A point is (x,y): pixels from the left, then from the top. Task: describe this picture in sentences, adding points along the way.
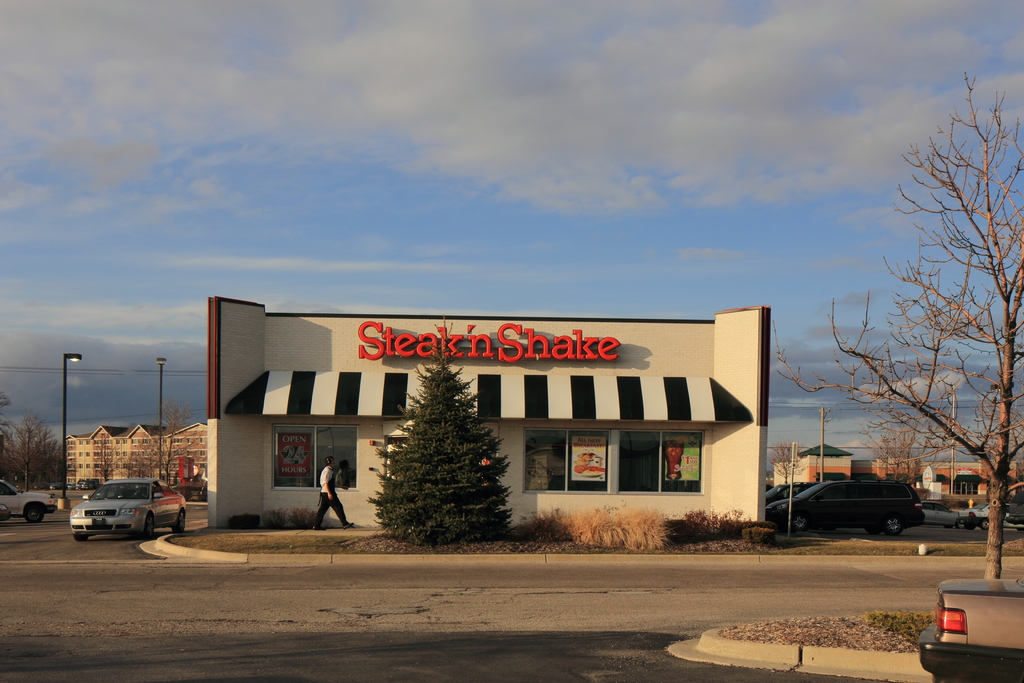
In this image we can see a few buildings (370,432), there are some vehicles (110,514), trees (13,473), posters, lights (77,362), wires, poles (64,464) and a person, in the background (650,210) we can see the sky (634,122) with clouds (696,135).
